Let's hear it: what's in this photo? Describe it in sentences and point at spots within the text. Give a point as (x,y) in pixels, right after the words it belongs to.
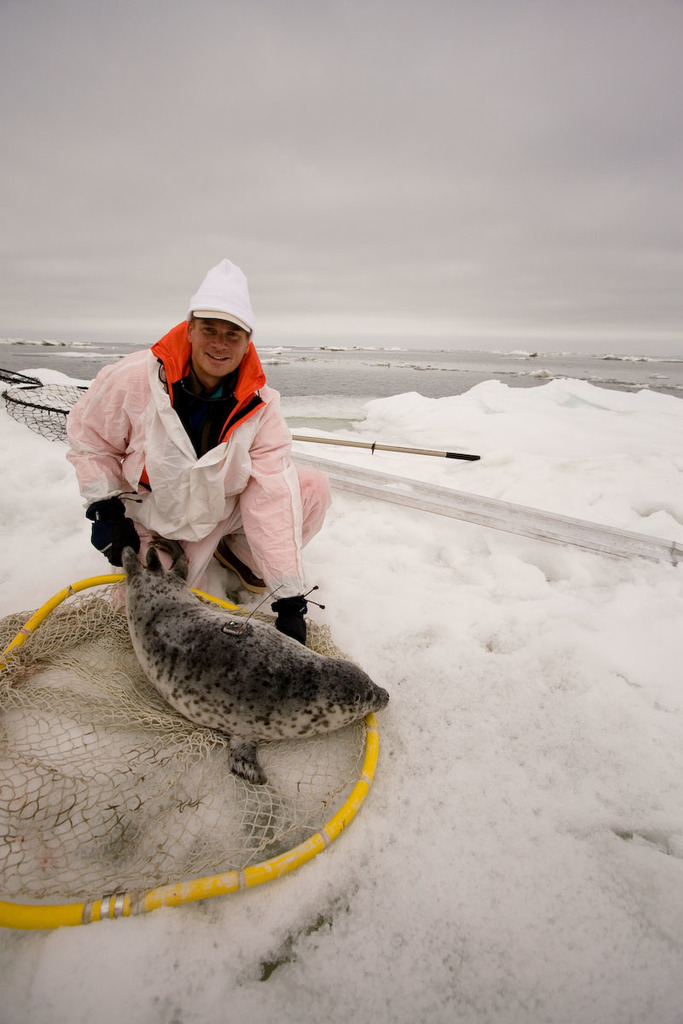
In this image man (165,477) is holding a seal (177,600) in his hand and smiling. On the ground (457,775) there is snow (497,811), and on the snow (278,884) there is a net (159,811), and the sky (393,178) is cloudy.
